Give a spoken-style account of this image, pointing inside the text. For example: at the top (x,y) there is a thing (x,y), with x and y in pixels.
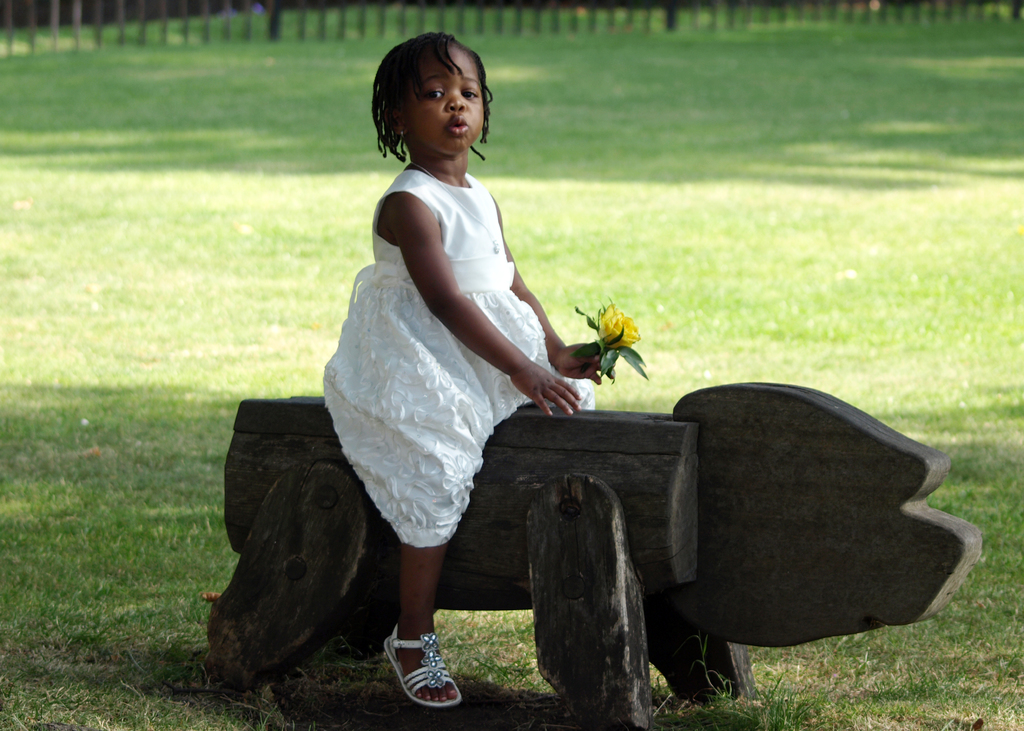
In this image, I can see a girl (445,359) holding a flower (586,353) and sitting on a wooden object (445,564) and there is grass (740,373). At the top of the image (550,23), I can see a fence (405,10).
